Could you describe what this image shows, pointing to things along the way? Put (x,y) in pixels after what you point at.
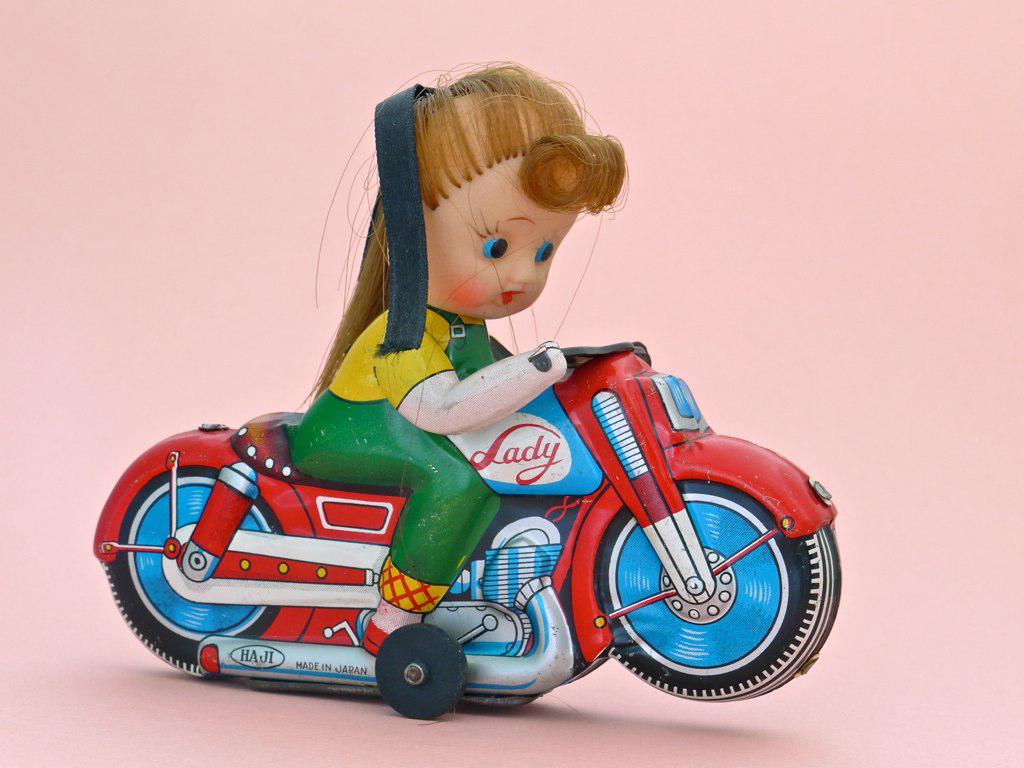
In the center of this picture (347,378) we can see a toy (497,388) of a girl (472,188) seems to be riding a toy bike (567,529). The background of the image (68,300) is pink in color.
